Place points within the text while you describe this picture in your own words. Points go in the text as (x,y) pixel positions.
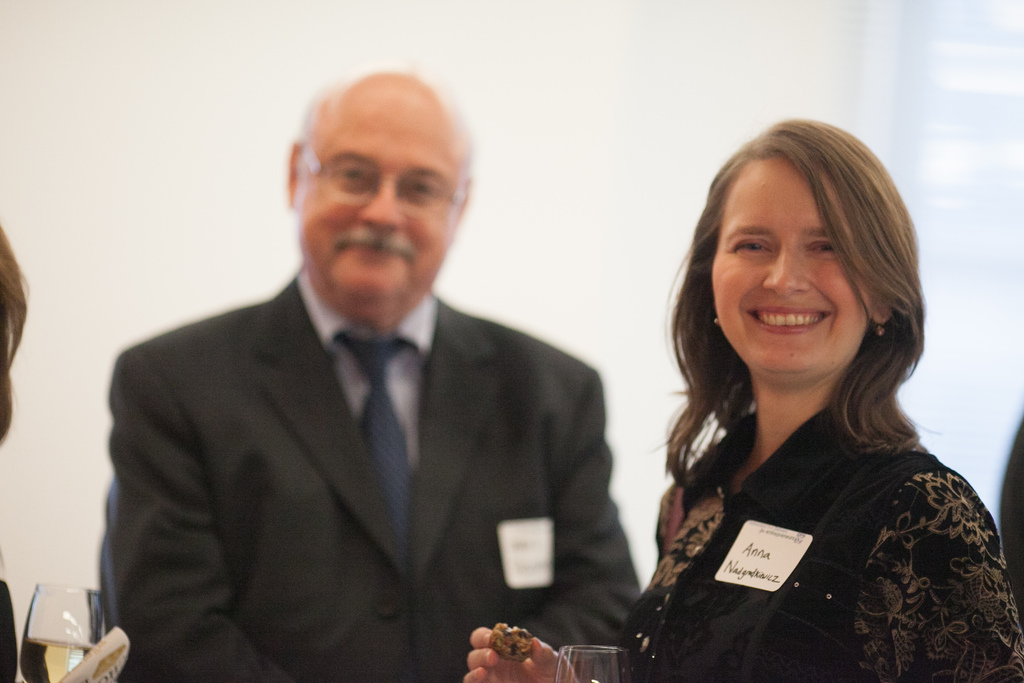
In this image there is a man (362,534) and woman (722,549) standing together and smiling where woman (776,208) is holding cookie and glass (577,676) in hands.
